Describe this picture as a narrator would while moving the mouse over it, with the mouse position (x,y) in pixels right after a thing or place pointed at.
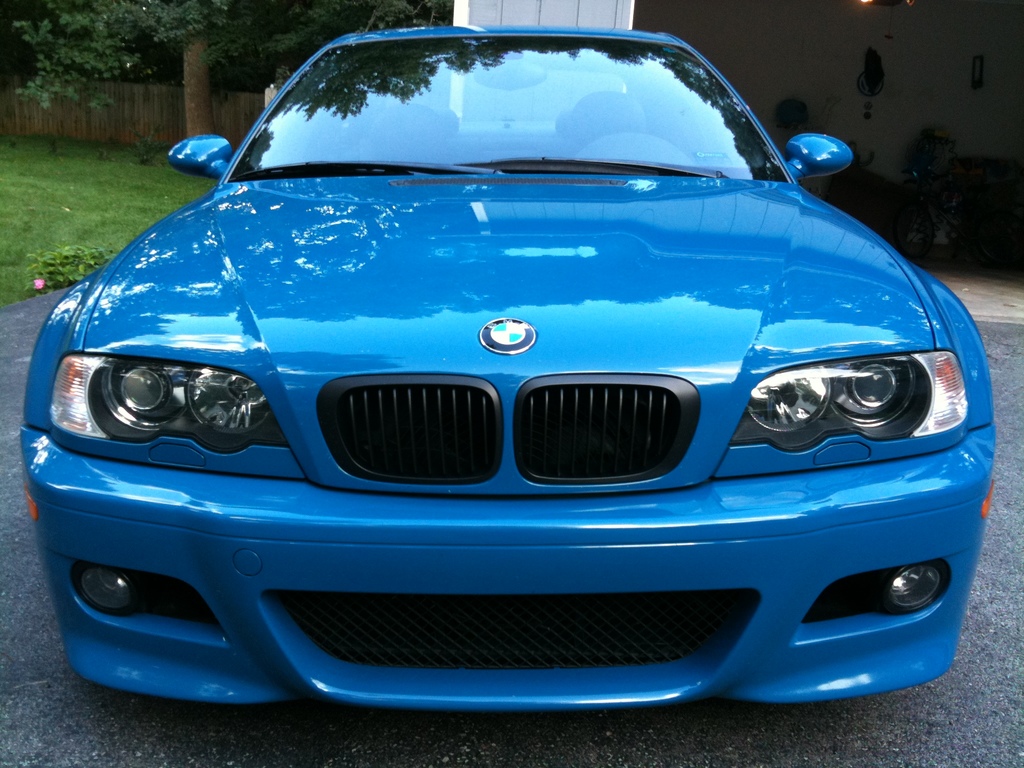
In this image I see a car (724,328) which is of blue in color and I see the logo (520,342) over here and I see the path (1012,492). In the background (18,251) I see the grass (26,200) and I see the trees (150,60) and I see the wooden fencing (157,101) and I see the wall (572,25) over here and I see few things (794,115) over here.
